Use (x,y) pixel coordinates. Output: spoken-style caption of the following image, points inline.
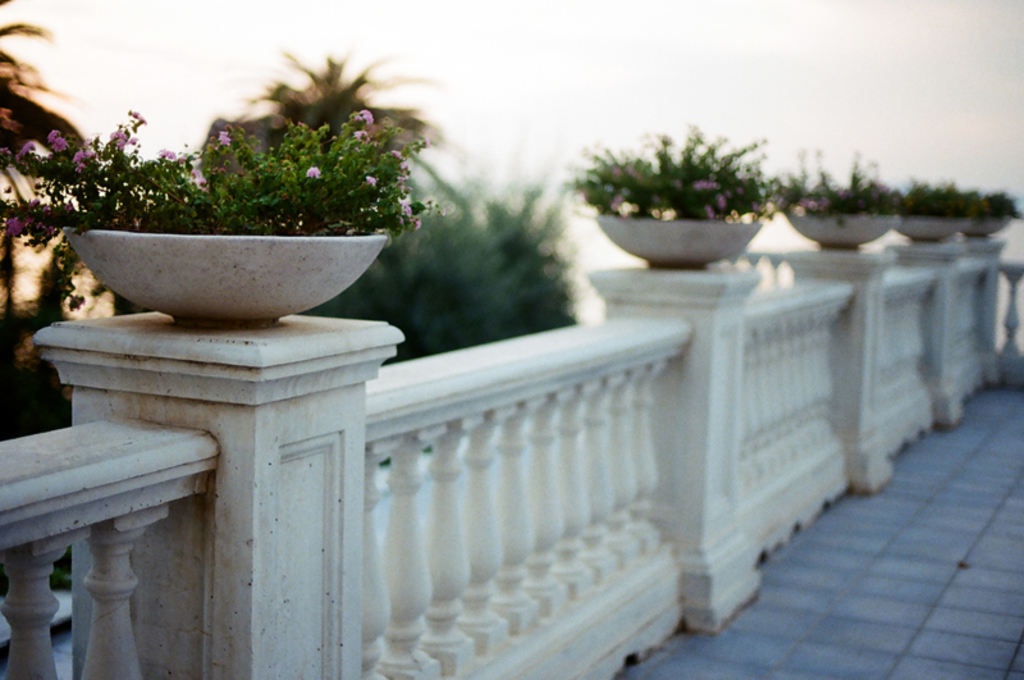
In this image we can see railing (548,441), flower pots (350,249), plants (270,146), trees (267,133), flowers (312,171) and we can also see the sky (755,63).
